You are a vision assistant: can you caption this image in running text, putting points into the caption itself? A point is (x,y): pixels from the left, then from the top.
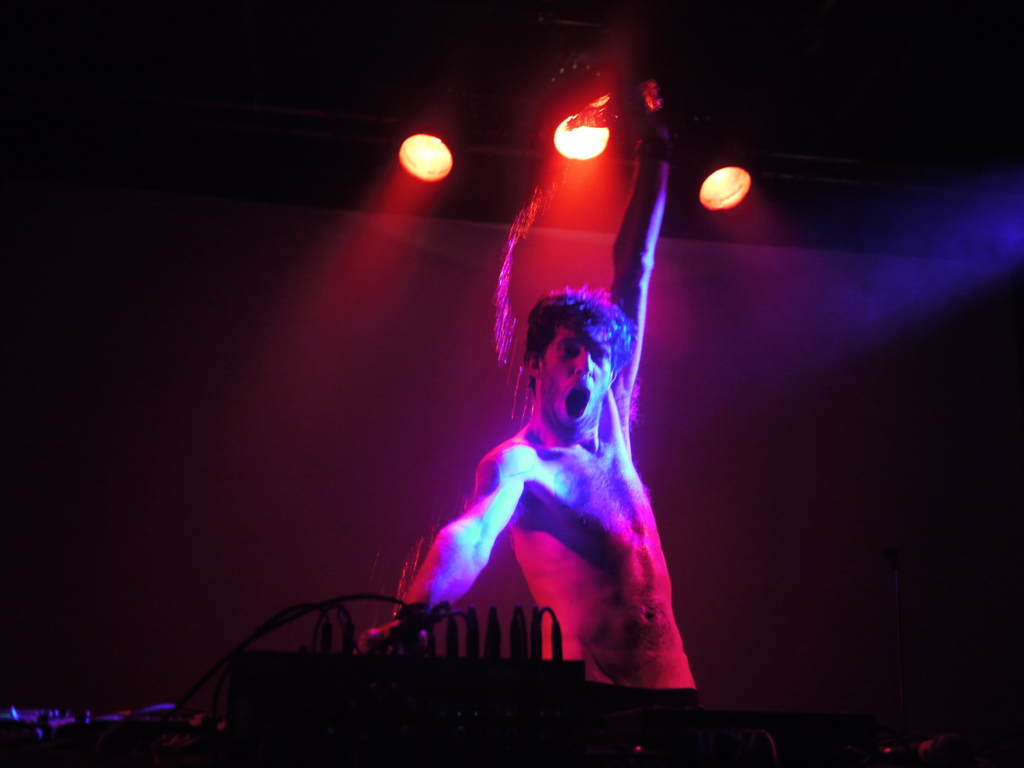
In this image, we can see a person (482,494). There is a musical equipment (464,669) at the bottom of the image (397,713). There are lights (720,196) at the top of the image (438,144).
